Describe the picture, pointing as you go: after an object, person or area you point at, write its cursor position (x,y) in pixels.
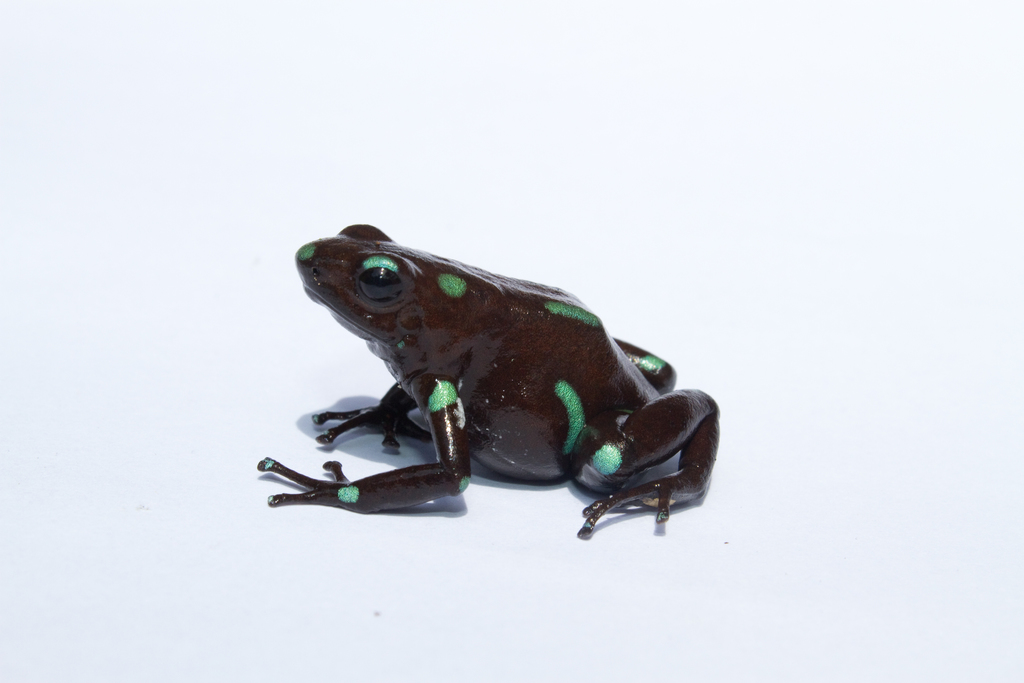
In this picture we can see a green and black color frog (590,387) sitting in the front (548,468). Behind there is a white background (792,173).
